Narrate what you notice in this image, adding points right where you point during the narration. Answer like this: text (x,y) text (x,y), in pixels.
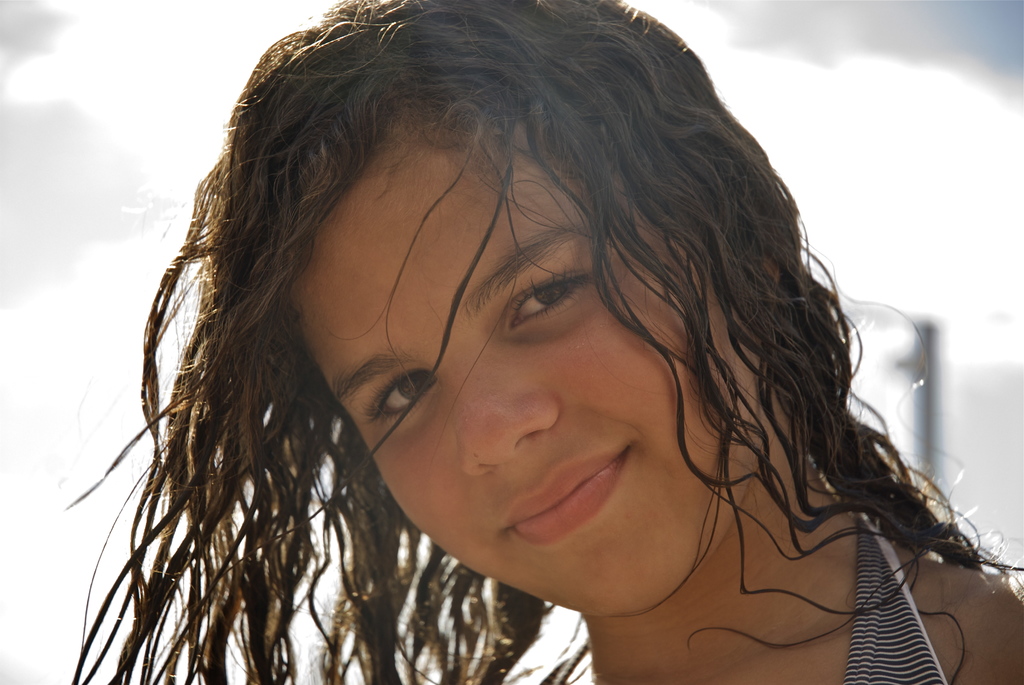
In this image we can see a girl (626,516) smiling. In the background (882,258) it is blurred.
